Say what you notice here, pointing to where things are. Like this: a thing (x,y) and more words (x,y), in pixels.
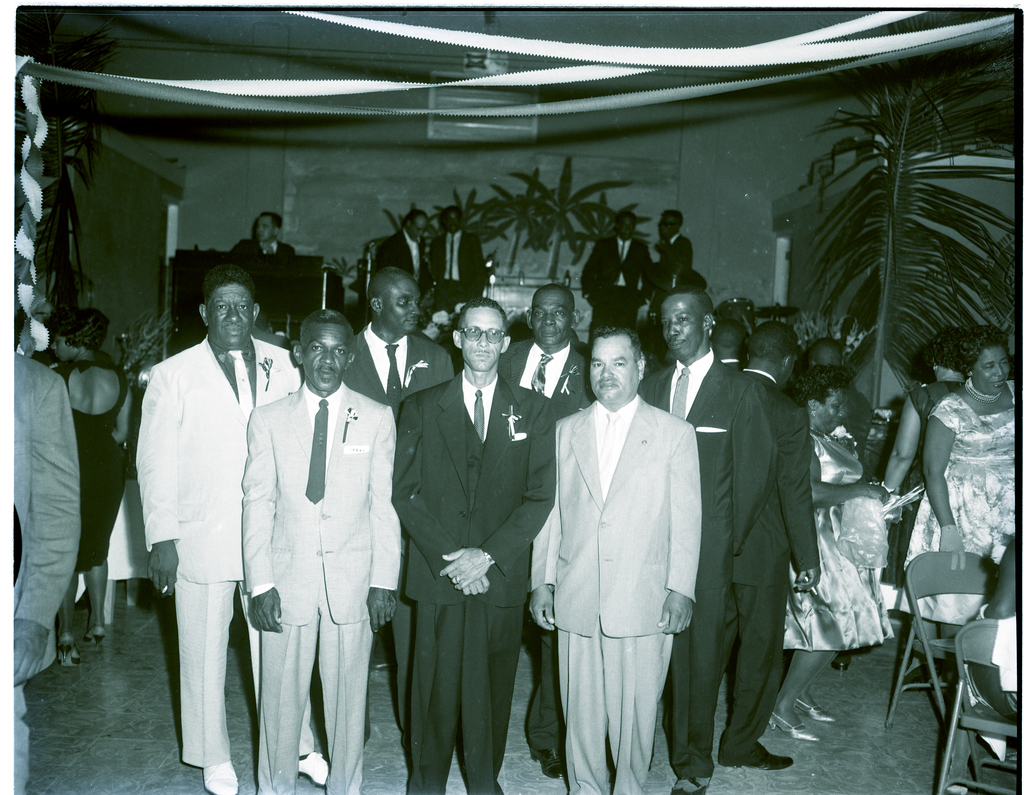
In this image we can see a group of persons (347,381). Behind the persons (277,381) we can see a podium (289,295) and a wall (185,127). On the wall (394,153) we can see a banner (445,204) and in the banner (515,212) we can see trees (474,201). On the right side (970,720), we can see chairs (970,626) and a branch of a tree (927,296). On the left side (31,182), we can see decorative items (34,170) and leaves (45,165). At the top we can see the decorative items (235,90).
